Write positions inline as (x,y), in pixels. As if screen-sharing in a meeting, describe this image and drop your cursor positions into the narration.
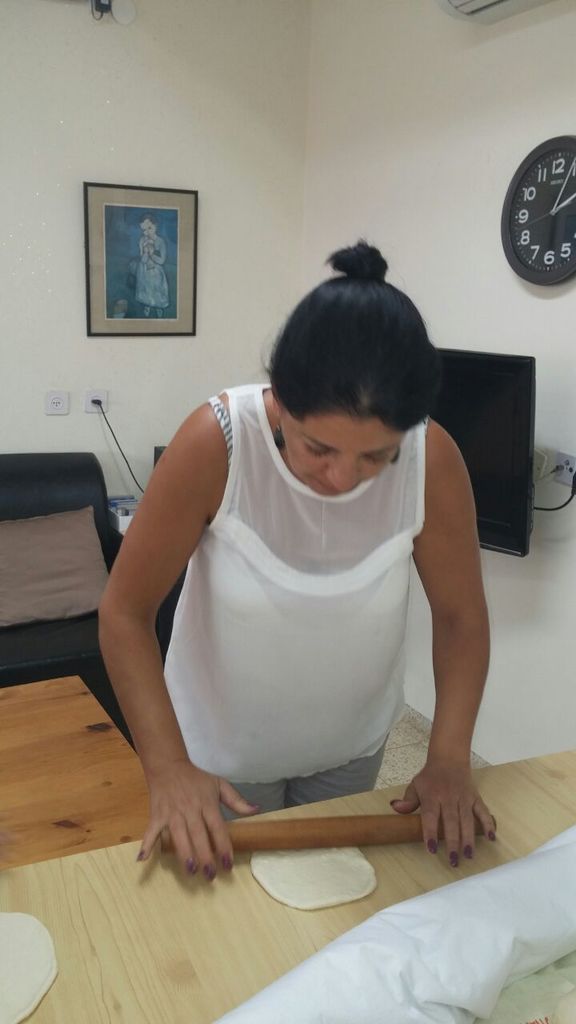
In this image i can see a woman (308,549) in white dress (287,571) standing and holding a stick (275,834) in her hands (429,825), I can see a table (160,878) on which there are flour dough (319,894). In the background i can see a couch (35,488), a cushion (58,589), the wall (23,175), 2 switch boards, a photo frame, a clock (531,269), an ac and the television (477,505).
